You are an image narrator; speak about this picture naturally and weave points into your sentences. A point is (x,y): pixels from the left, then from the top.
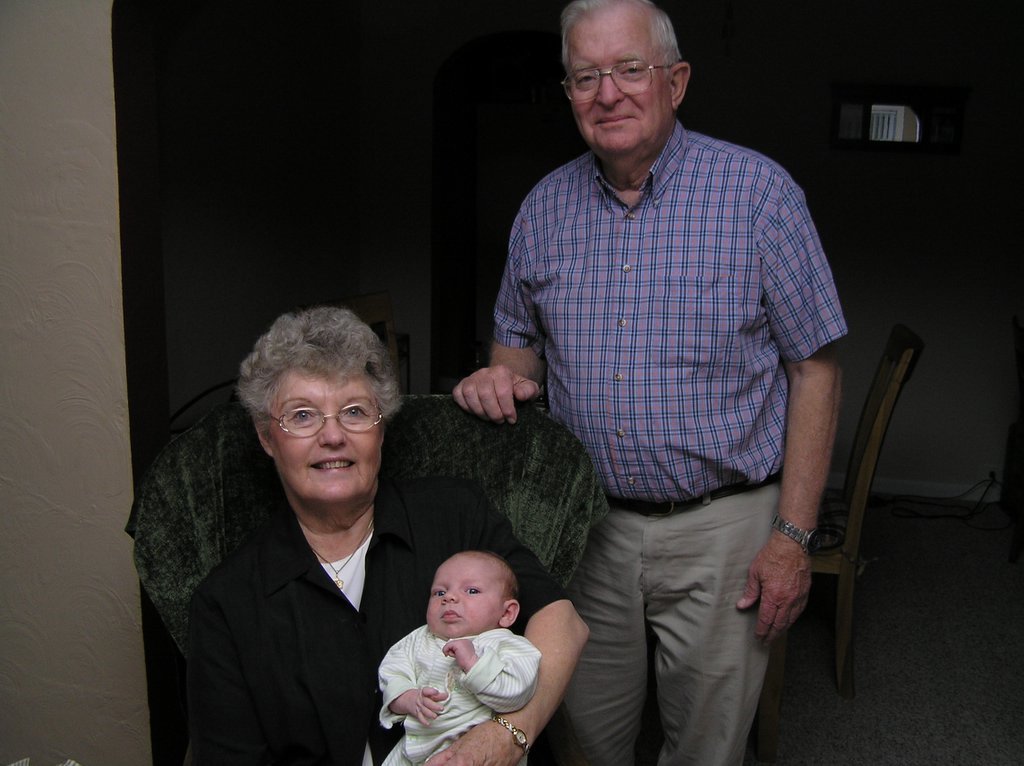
In this image I can see one person (461,499) is sitting on the chair (515,496) and holding the baby (461,640). Back I can see the wall (326,177) and an another person (640,436) is standing.
